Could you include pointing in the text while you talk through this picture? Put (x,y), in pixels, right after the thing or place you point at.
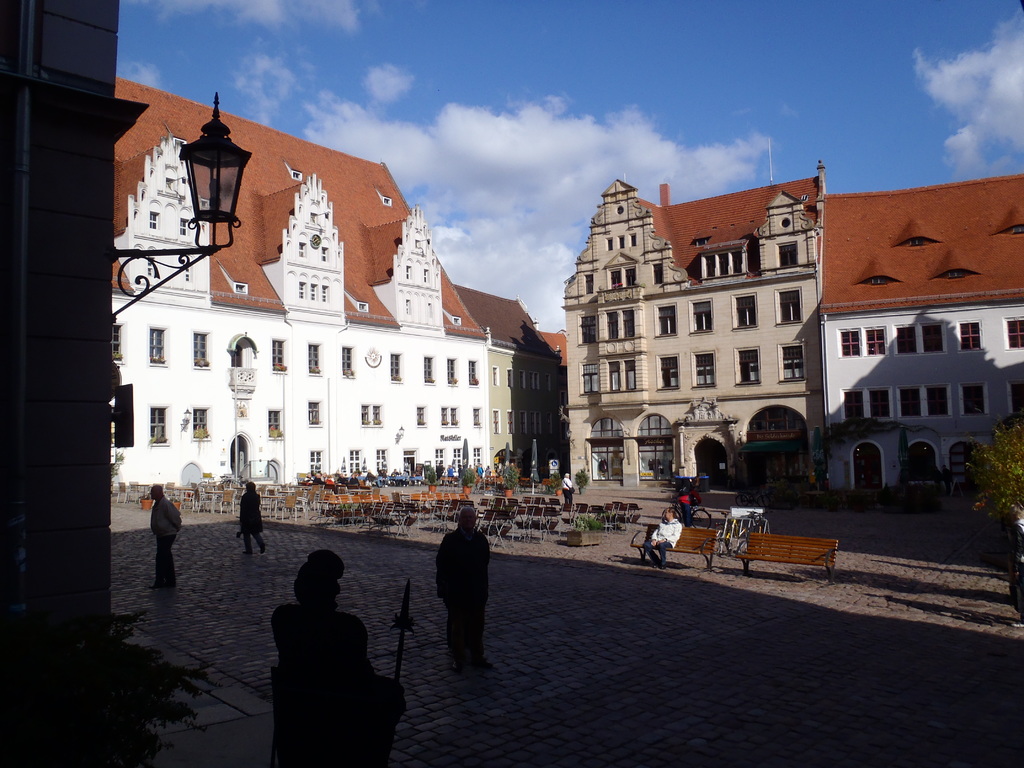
In the picture i can see some persons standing and some are sitting on benches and in the background (552,359) i can see some buildings (507,353), top of the picture (604,118) there is cloudy sky (492,96).
